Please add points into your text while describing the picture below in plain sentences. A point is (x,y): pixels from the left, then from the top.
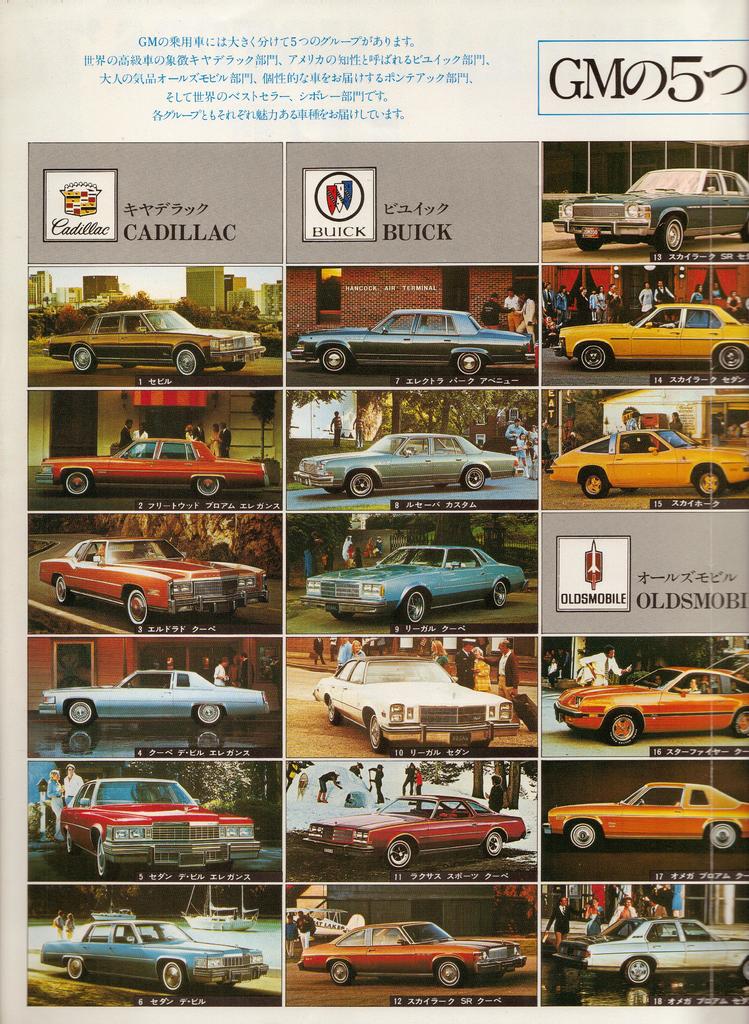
In this picture we can see collage of pictures (565,242) on the paper (412,425), there are cars (445,361) and some people (490,306) in these pictures (498,311), we can also see some text (430,79) on the paper (386,79).
